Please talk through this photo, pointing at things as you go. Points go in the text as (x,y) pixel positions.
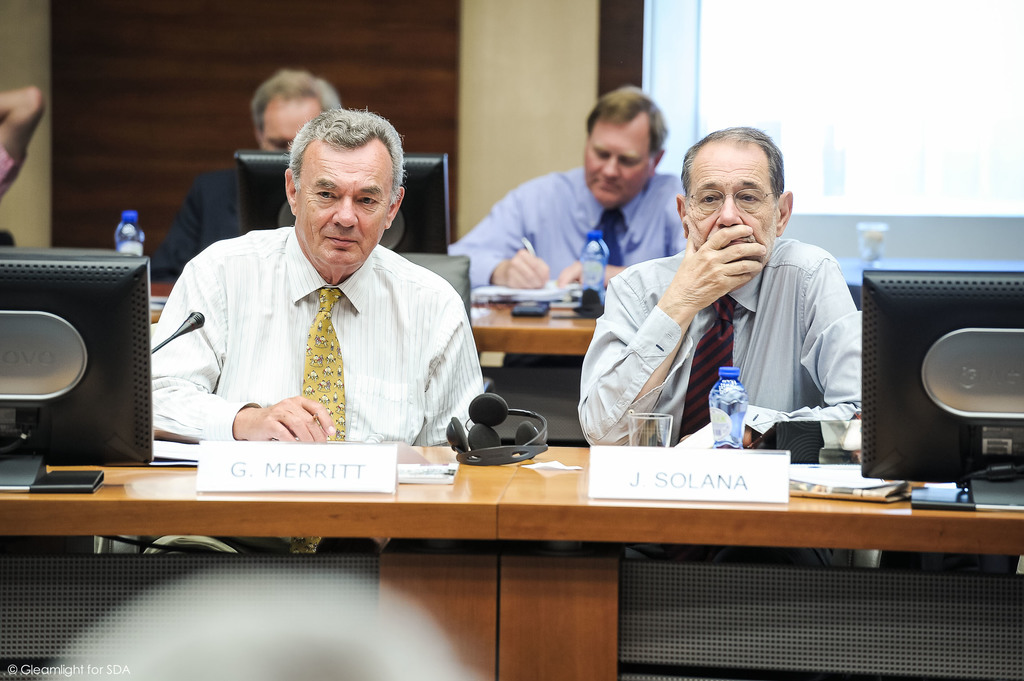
In this image i can see there are the two persons (425,351) sitting on the chair (446,270). on the right side (727,289) a person (818,314) wearing a gray color shirt (807,336) and in front of him there is a bottle (714,425) and there is a glass (655,433) on the table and there is a system (911,399) and there is a paper (670,473), and on the paper (696,475) some text (662,475) is written. Left side (5,361) on the table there is a system (35,309) and back side there is a wooden wall (122,126). back side of the table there are the two persons (628,171) sitting in the chair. And there is a bottle (601,253) and system (421,234). And front side a man (341,312) with white color shirt (297,287), in front of him there is a mike (195,323) and in front of him there is a hoarding board (240,456) and on that there is a name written G. Merritt and headphones (472,439) kept on the table (472,474).
